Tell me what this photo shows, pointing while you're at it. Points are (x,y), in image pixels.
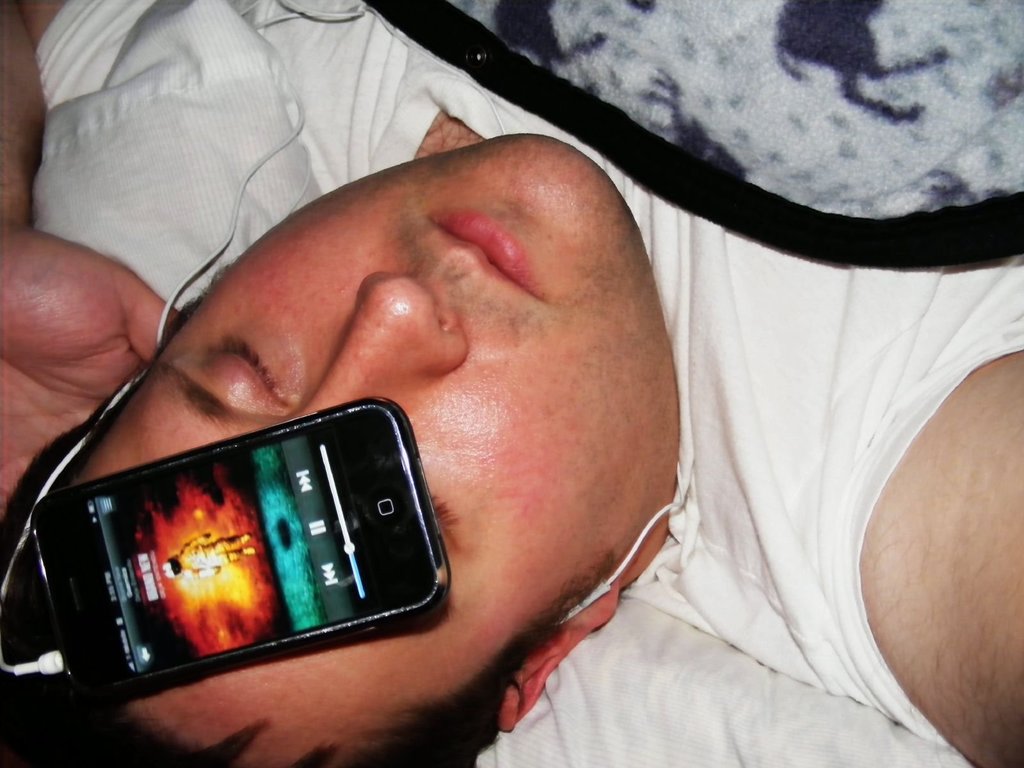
In this image I can see a man (764,339) wearing white color dress (705,275) and sleeping on the bed (655,725). Here I can see a mobile (265,598) which is placed on his face (194,408).
